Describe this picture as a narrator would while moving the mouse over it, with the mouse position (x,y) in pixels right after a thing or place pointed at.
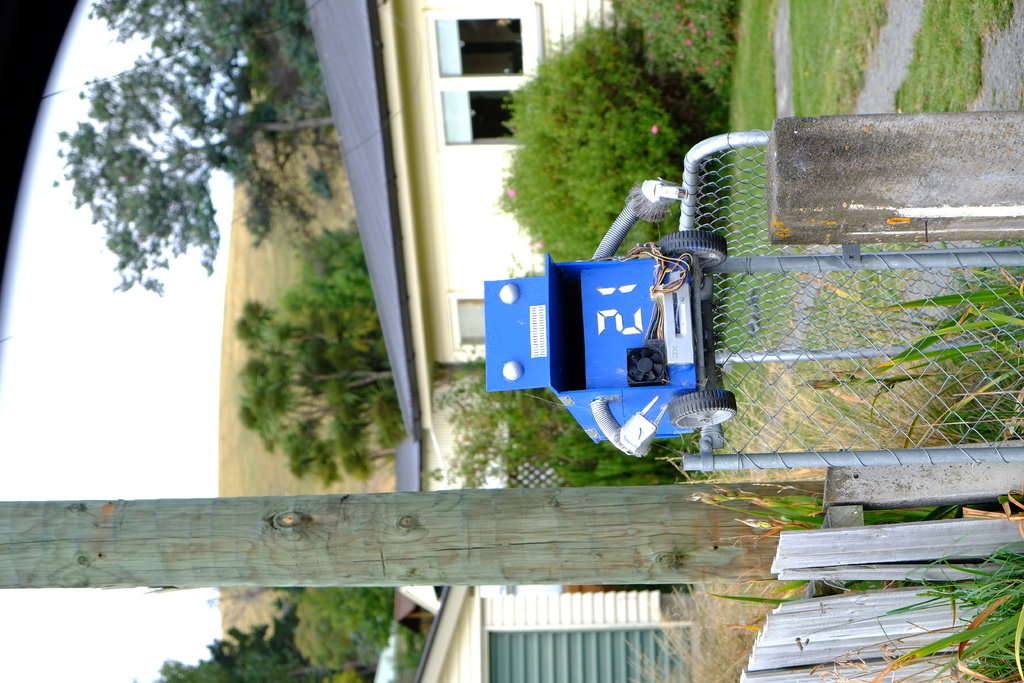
In this image in the foreground (675,381) there is one wooden pole (665,499) and also there is one net (793,363) and some vehicle (646,346), and in the background (448,202) there are some houses (448,346) trees (320,269) and on the right side (830,61) there is a grass (736,611).
